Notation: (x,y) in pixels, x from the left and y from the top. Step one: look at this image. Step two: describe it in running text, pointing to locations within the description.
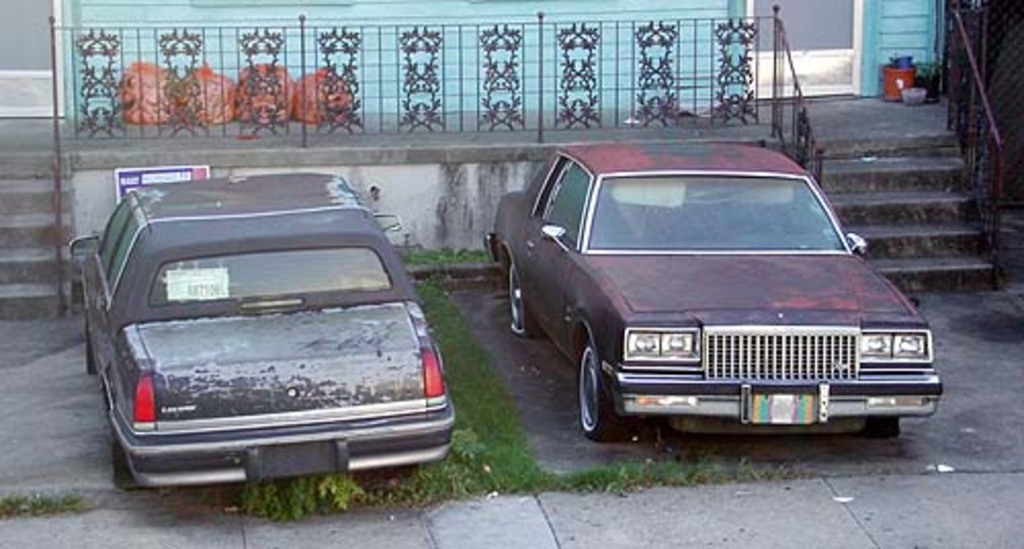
This image is taken outdoors. At the bottom of the image (513,512) there is a road (720,498) and two cars (197,263) are parked on the road (438,521). At the top of the image (543,71) there is a house (679,82) with a wall (423,24) and doors (43,37). There is a railing (650,75) and there are a few stairs (928,216).
